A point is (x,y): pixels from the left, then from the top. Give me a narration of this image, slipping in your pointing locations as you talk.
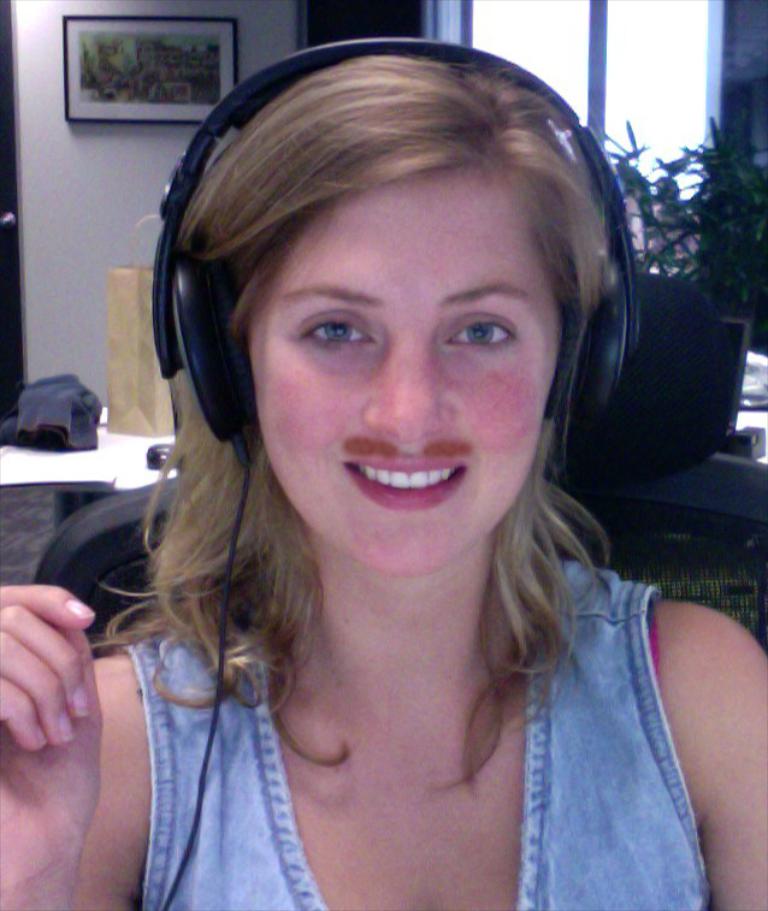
In this image I can see a woman (578,797) wearing blue colored dress (578,805) and black colored headsets (580,371) is smiling and sitting on a chair (136,581). In the background (46,455) I can see a white colored table (113,460) with few object (46,441) on it, a plant (728,191) which is green in color, the white colored wall (150,189), a frame (140,20) attached to the wall (135,215) and the window (558,90).
